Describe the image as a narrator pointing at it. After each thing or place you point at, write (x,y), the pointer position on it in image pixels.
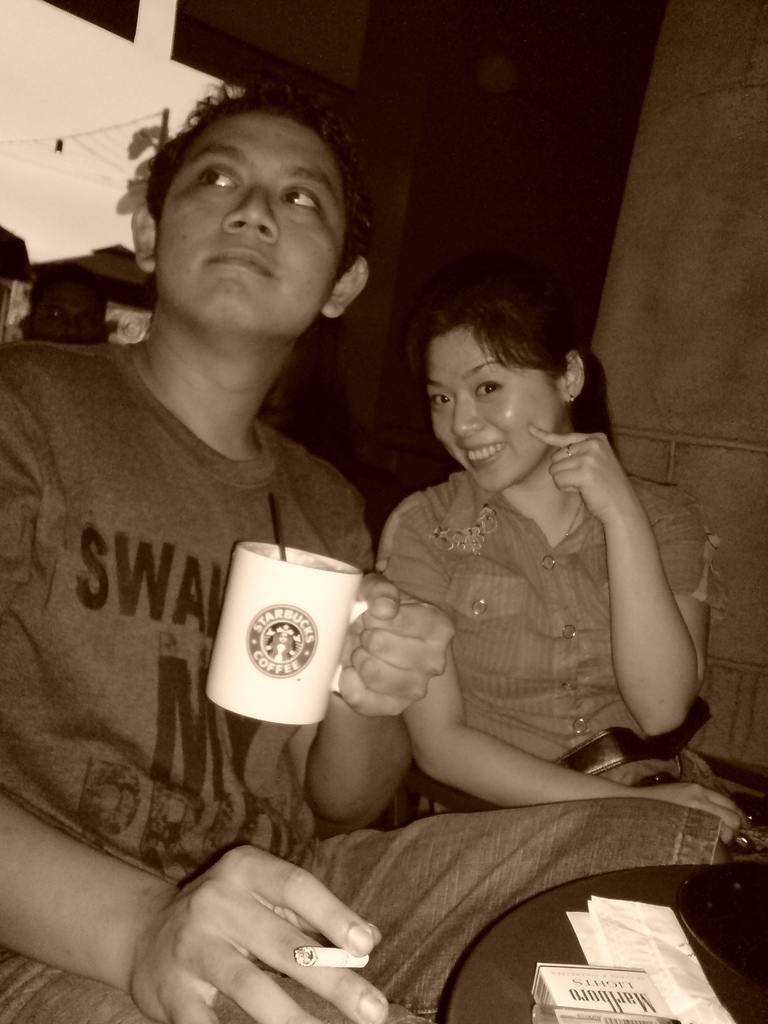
In the image there are two people (149,437) man (133,450) and woman (527,569). Man (120,452) is holding a cup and they are sitting on chair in front of a table (662,899) on table (548,948) we can see some papers (617,934), box (628,990). In background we can see a wall (703,270) and sky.
